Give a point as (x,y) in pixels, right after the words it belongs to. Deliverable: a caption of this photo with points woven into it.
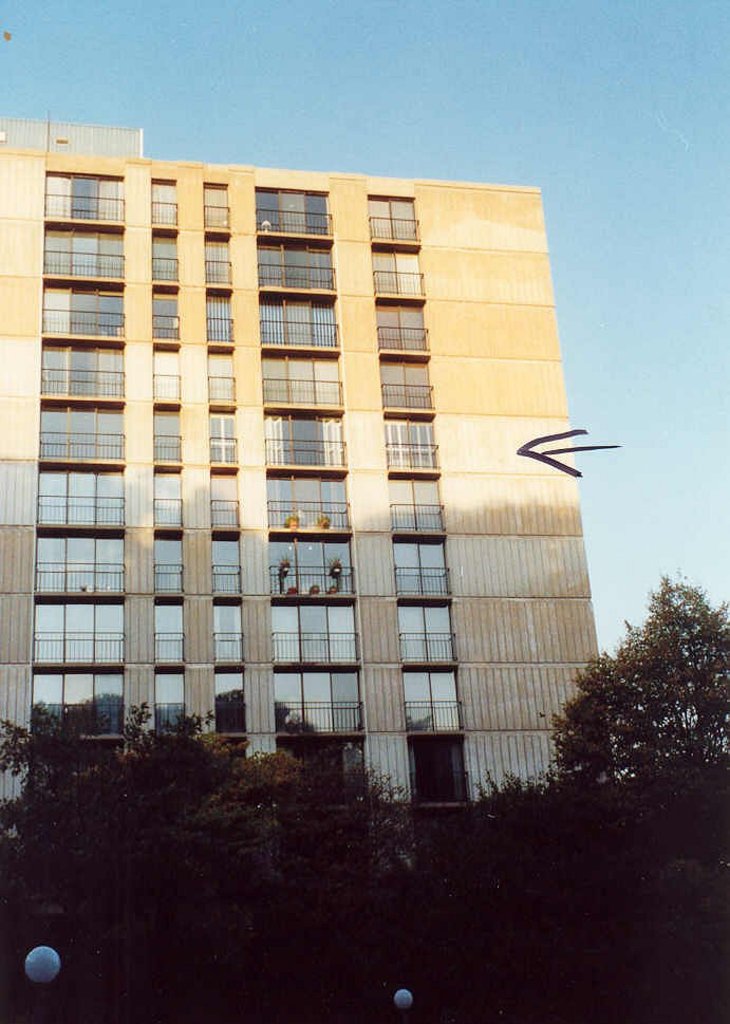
In this image there are some trees (398,862) at bottom of this image (329,808) and there is a building (328,564) in middle of this image (342,542). There is a sky (410,108) at top of this image (439,94), There are some lights (396,1002) are at bottom of this image (51,973).
